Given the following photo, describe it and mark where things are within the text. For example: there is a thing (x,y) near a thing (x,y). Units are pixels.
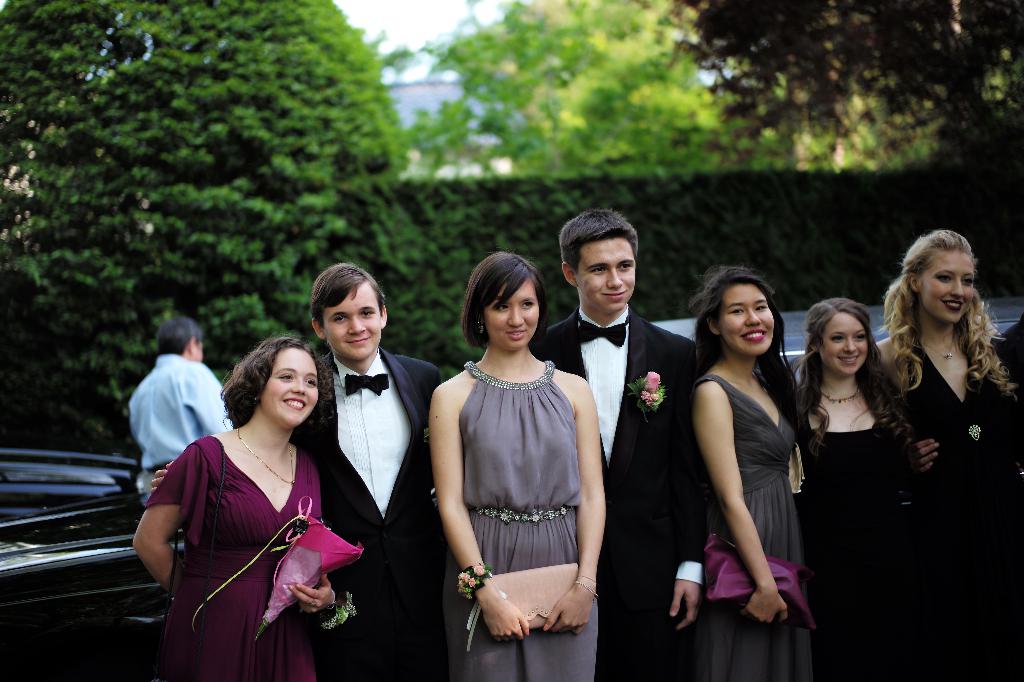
In the center of the image (415,376) we can see some persons (485,402) are standing. In the background of the image (52,473) we can see vehicles (116,494), trees (226,309) are there. At the top of the image (382,36) there is a sky (397,78).
